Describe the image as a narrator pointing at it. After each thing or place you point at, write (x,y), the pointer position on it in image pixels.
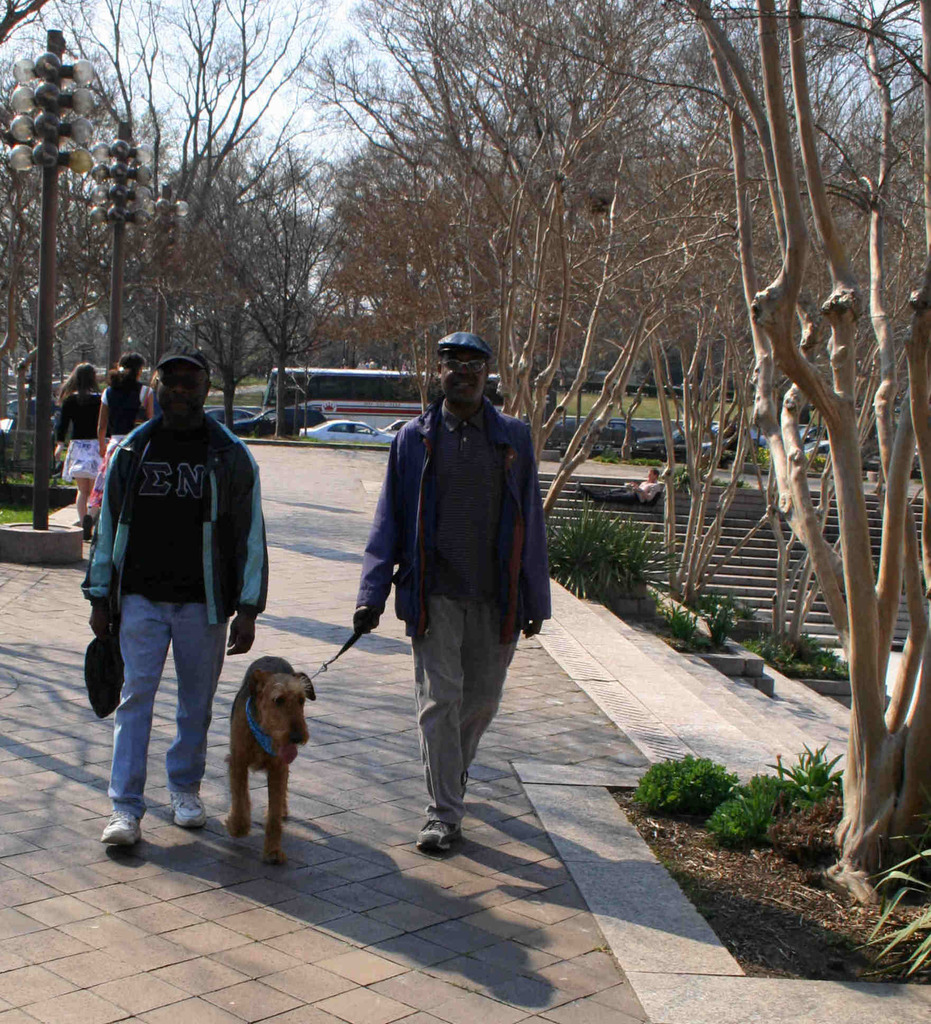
Here we can see some persons (176,416) are walking on the road (370,652). There is a dog (263,721). These are the plants (607,551) and there are trees (721,280). Here we can see some vehicles (392,381). There is a pole (47,70) and this is sky (295,84).
